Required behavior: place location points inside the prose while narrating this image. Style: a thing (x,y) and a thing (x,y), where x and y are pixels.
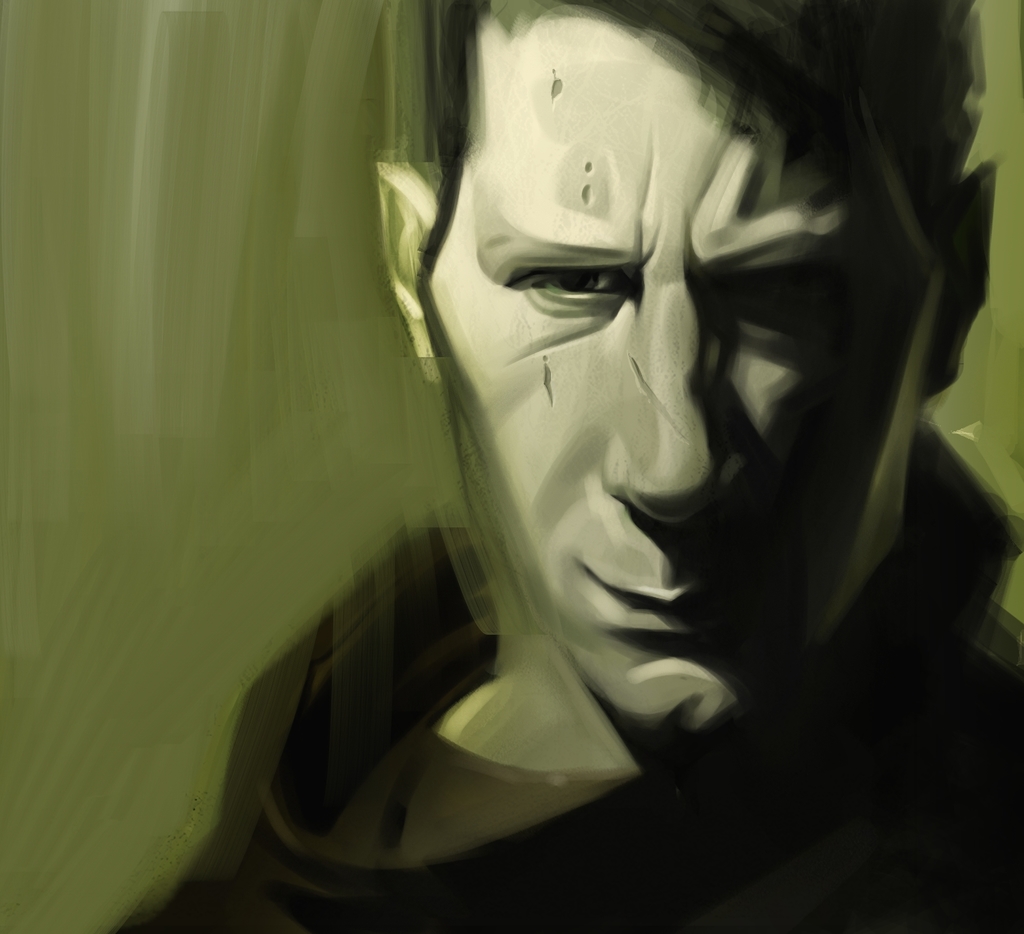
This is an edited image. In this image I can see a person (556,385). The background (72,171) is blurred.
